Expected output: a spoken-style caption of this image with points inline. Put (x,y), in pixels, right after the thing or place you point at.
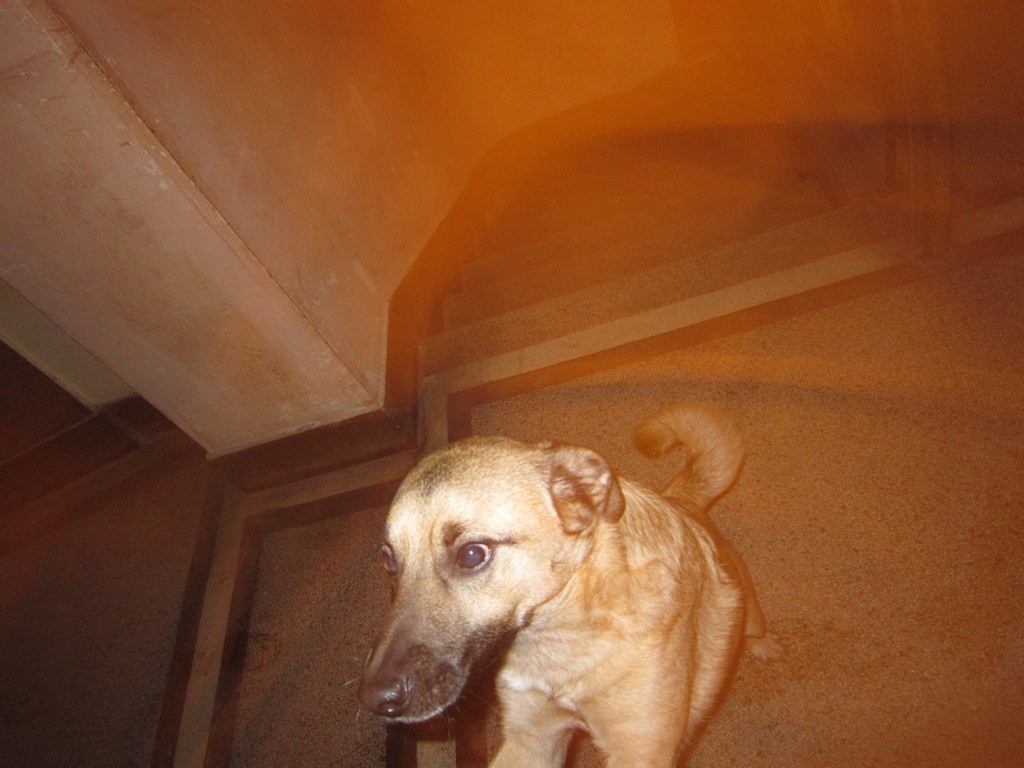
This looks like an orange-tinted image. I can see a dog (601,584) standing on the stairs (768,596). These look like the stairs (550,309). This is the wall (187,305).
